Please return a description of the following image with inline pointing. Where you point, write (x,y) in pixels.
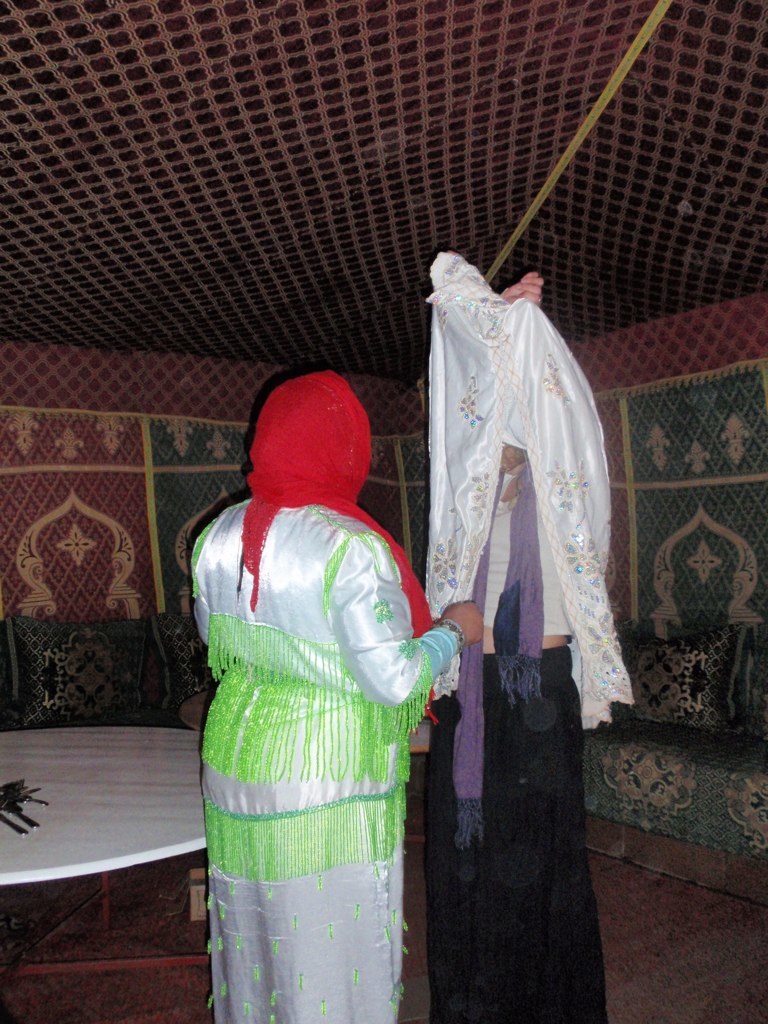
In this image there are two persons (314,544) standing under a tent (231,485). A person (253,895) towards the left (241,1000), she is wearing a white dress (374,568), towards the right (560,698) she is wearing a black skirt (560,698) and she is having a scarf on her. Towards the left (71,805), there is table (69,805), on the table (48,760) there is a bunch of keys (2,789). Towards the right (763,792) there is a sofa (626,722).
